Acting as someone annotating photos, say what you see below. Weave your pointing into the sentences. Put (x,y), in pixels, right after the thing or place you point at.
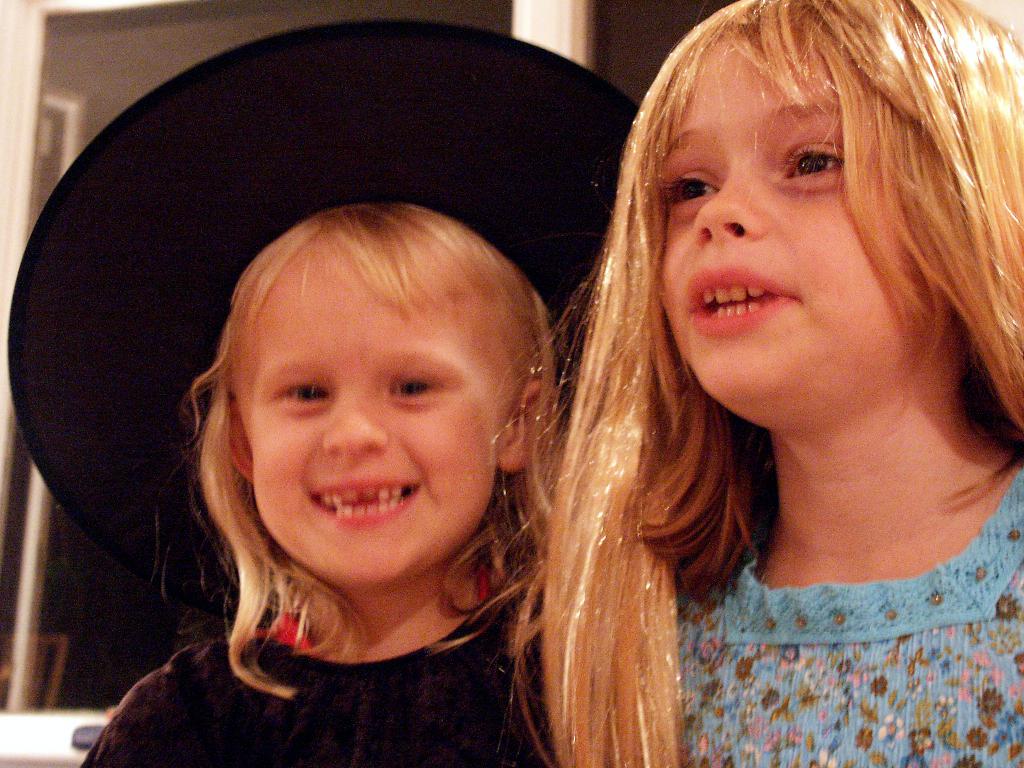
In the foreground of this picture (753,328) we can see the two girls (474,545) seems to be standing. In the background (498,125) there is a black color object (218,148) which seems to be the hat (179,350) and we can see some other objects (140,59) in the background (80,705).
